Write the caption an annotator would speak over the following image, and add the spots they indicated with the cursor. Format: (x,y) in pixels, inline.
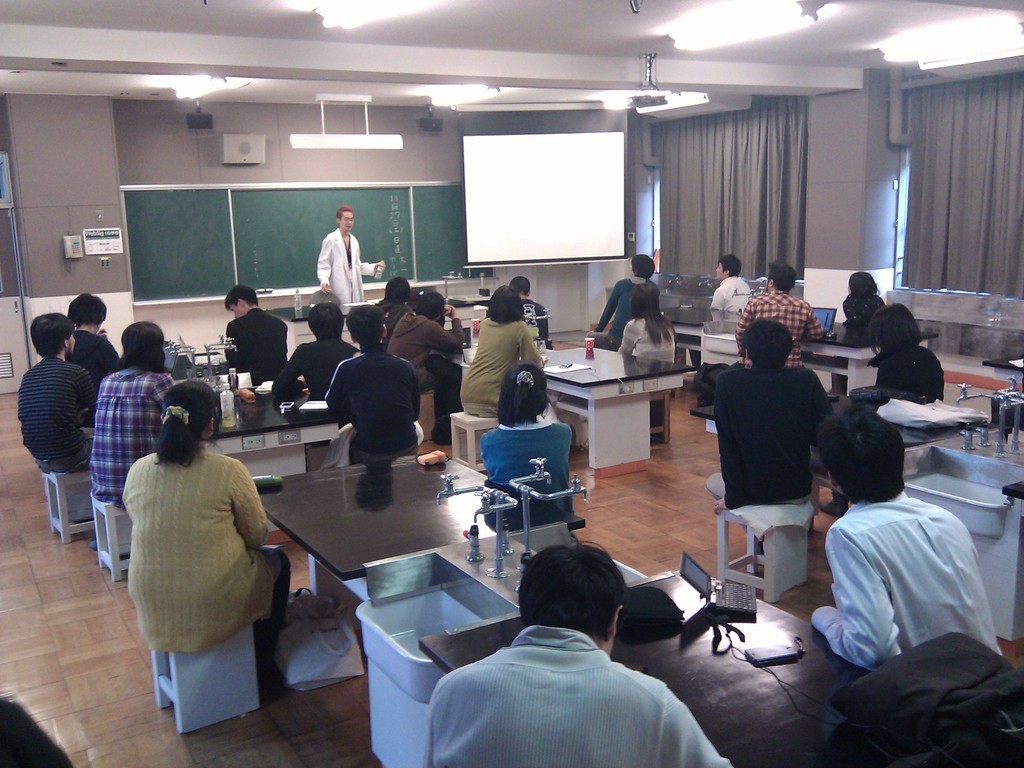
This picture is taken inside a laboratory (825,580). In this image, we can see a group of people (850,636) sitting on the chair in front of the table (359,580). On that table (540,516), we can see some water taps (536,498), bottles (231,406), laptops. In the middle of the image (351,298), we can see a person (336,276) standing. In the background (559,197), we can see a wall (40,236) and a screen (571,193) and some electronic instrument (72,240). At the top (599,73), we can see a roof (261,48) with few lights (764,11).
